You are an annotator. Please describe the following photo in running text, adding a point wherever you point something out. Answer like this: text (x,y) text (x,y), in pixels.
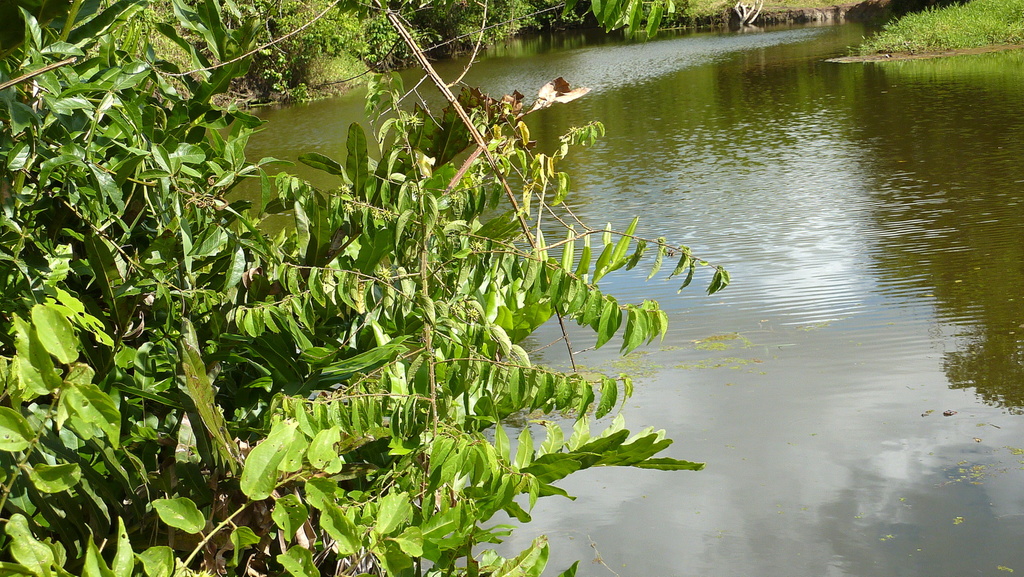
In this image there are trees (443,272) in the left corner (166,224). There is green grass (983,32) in the right corner (996,28). There is water (657,350) at the bottom (841,487). And there are trees (399,15) in the background (300,84).
